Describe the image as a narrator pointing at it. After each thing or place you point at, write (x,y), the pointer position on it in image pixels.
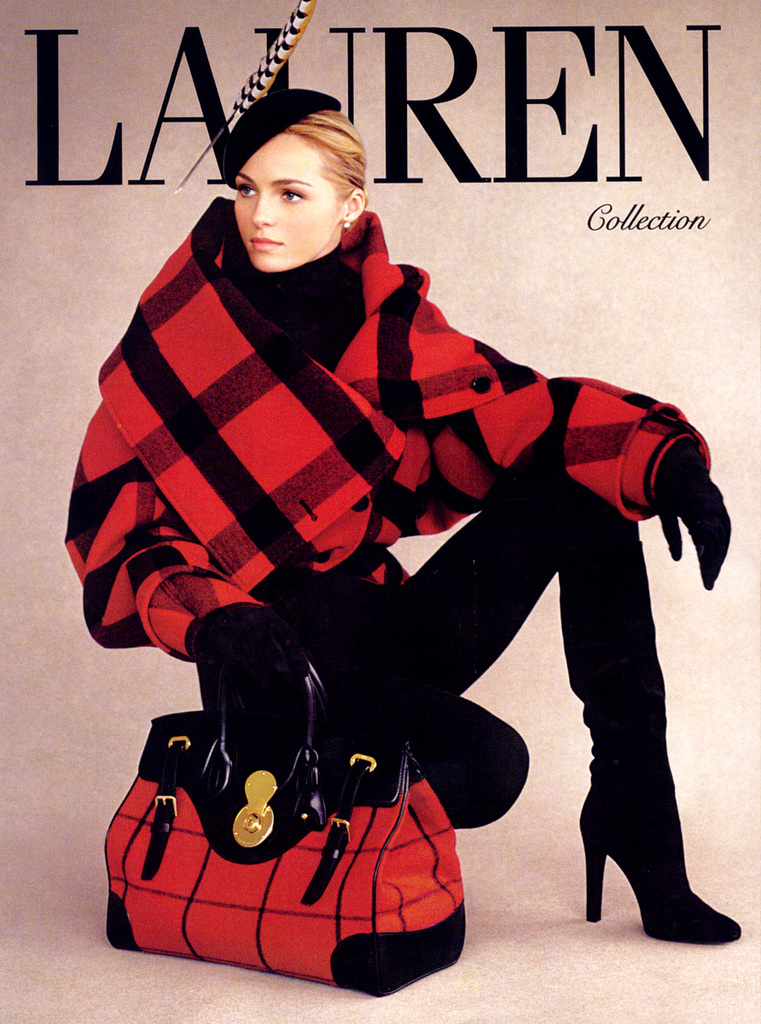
In this picture we can see a lady (659,834) with black and red color and holding a bag (349,900) of black and red color.
